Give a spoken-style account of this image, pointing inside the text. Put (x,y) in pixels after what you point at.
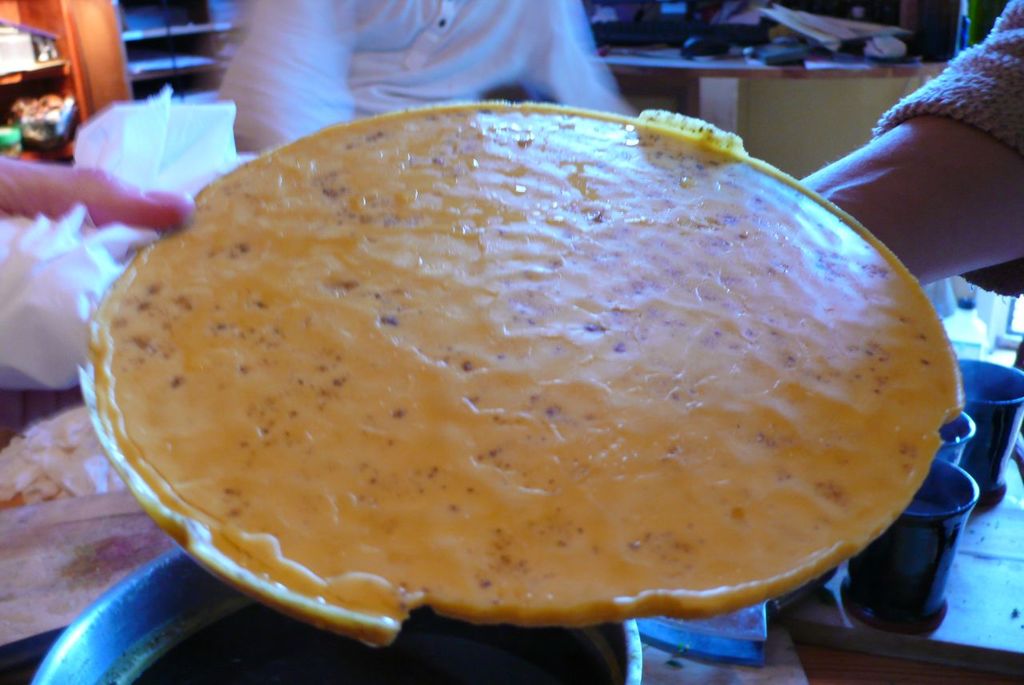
In this picture, we see the person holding the food item (530,304). It is in yellow color. At the bottom (881,599), we see the vessels (938,517) and tins (938,517) are placed on the table (838,607). On the left side (63,267), we see the hand (92,189) of the person (91,208) holding the tissue papers (149,149). Behind that, we see a rack (79,98) in which objects (61,112) are placed. At the top (277,73), we see a man (383,57) in white T-shirt (439,69) is standing. Behind him, we see a table (761,83) on which papers (830,39), landline phone (793,54) and some other objects (739,24) are placed.
